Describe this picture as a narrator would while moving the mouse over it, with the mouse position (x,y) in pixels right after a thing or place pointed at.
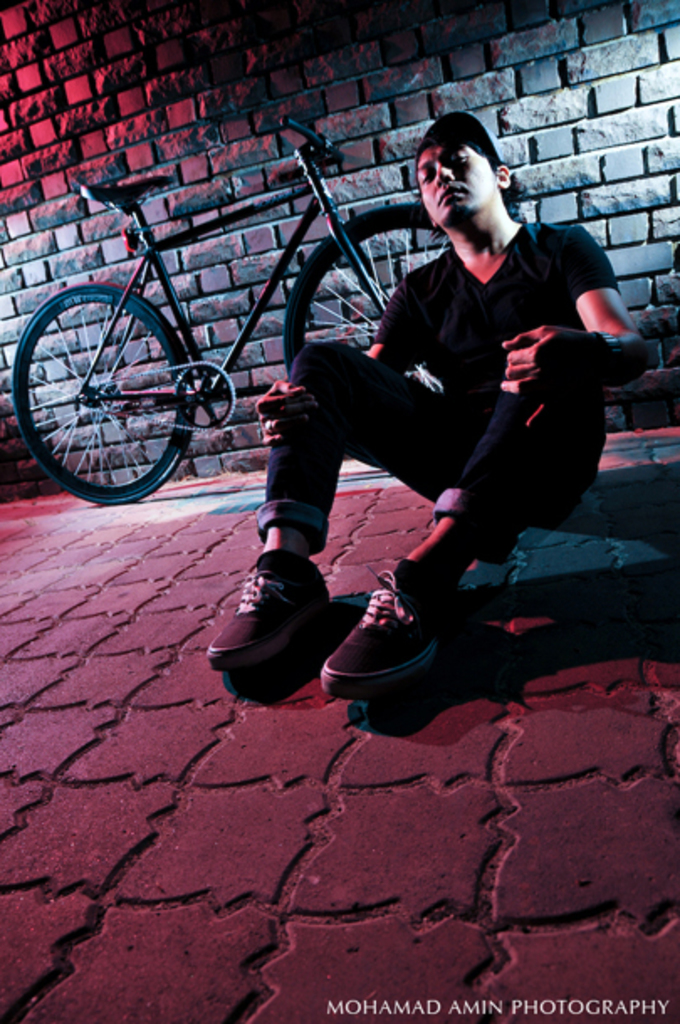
On the right side (499,247) a man (525,322) is sitting on the floor (574,519), he wore shirt (494,359), trouser (496,485), shoes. On the left side (99,197) there is a cycle (183,369).
